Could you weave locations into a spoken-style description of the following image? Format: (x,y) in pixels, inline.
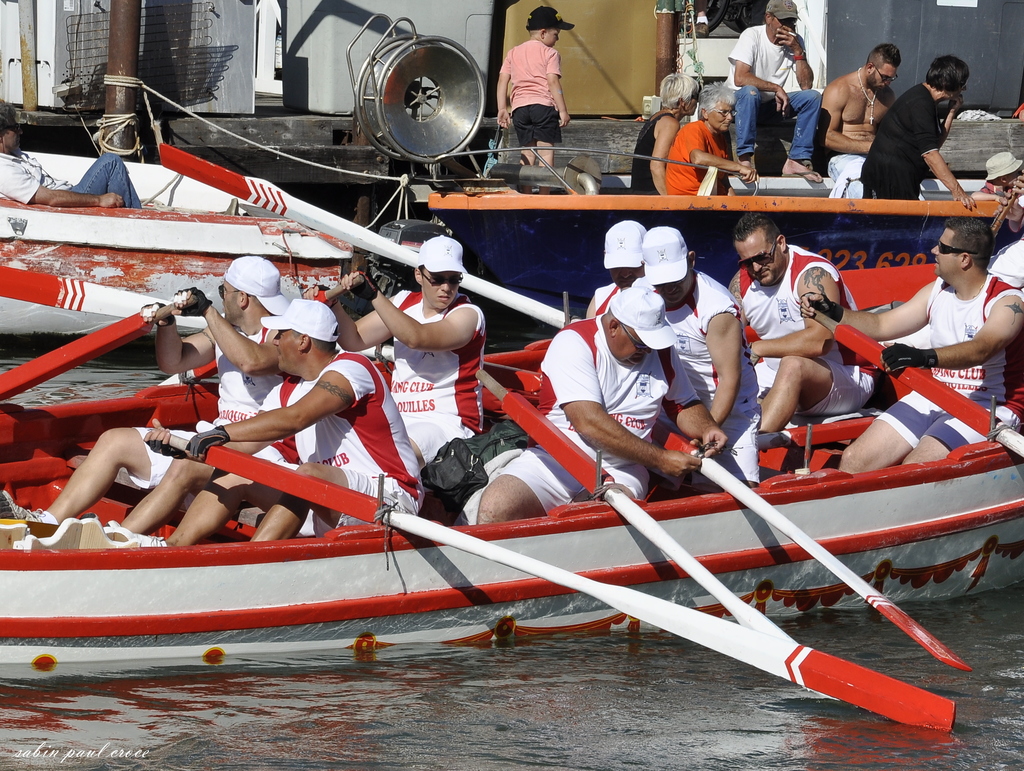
In this image we can see people (395,422) sitting on a boat (495,363). In the background of the image (205,203) there are boats (581,192), people (728,110). There is a pole (123,61). At the bottom of the image (484,705) there is water (424,704).
